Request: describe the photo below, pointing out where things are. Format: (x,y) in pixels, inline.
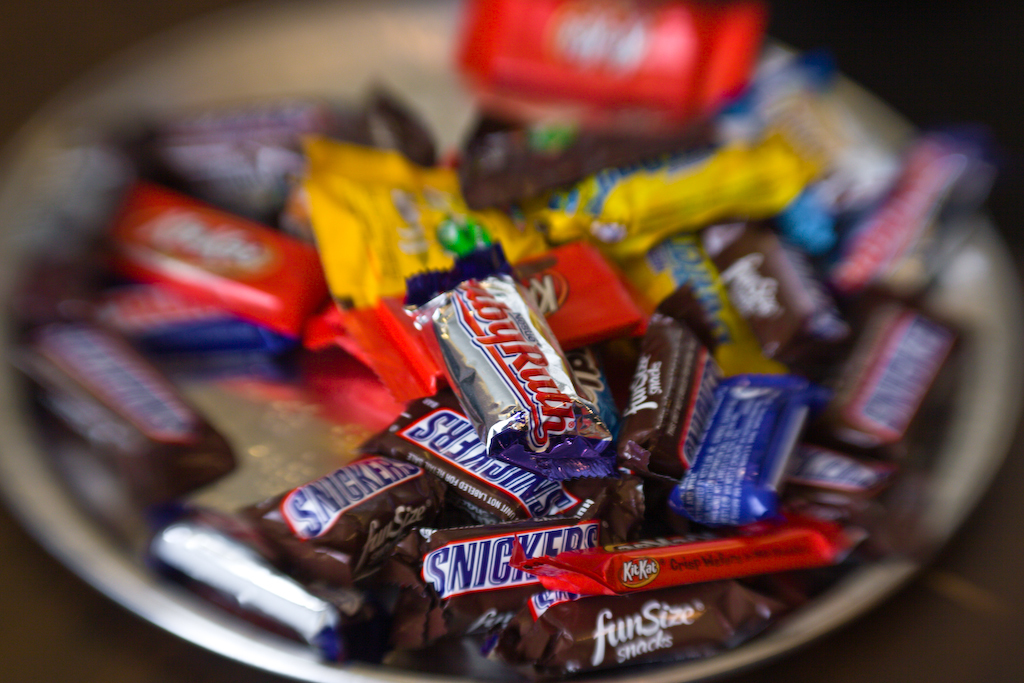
In the image there are a lot of chocolates (350,228) kept in a plate (92,131) and some of the chocolates (410,230) were blurred in the picture.
